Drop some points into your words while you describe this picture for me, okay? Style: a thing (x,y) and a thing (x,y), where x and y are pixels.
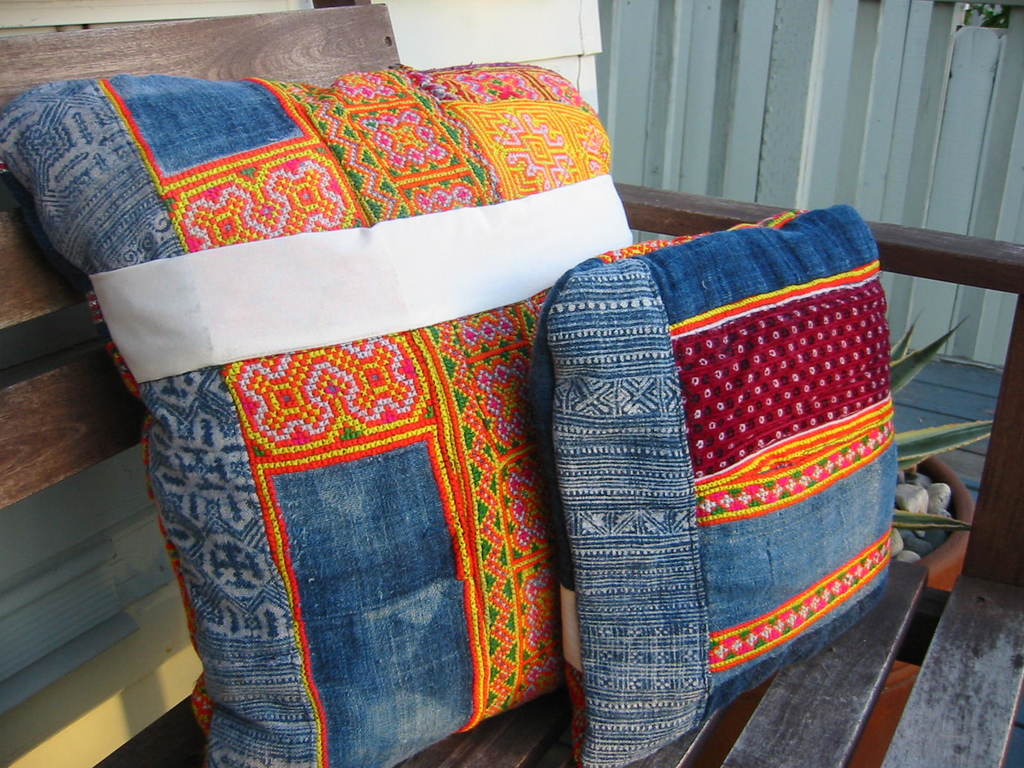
In this image we can see pillows (546,529) on the chair (863,624), there is a potted plant (919,556) beside the chair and wall (908,184) in the background (677,72).
